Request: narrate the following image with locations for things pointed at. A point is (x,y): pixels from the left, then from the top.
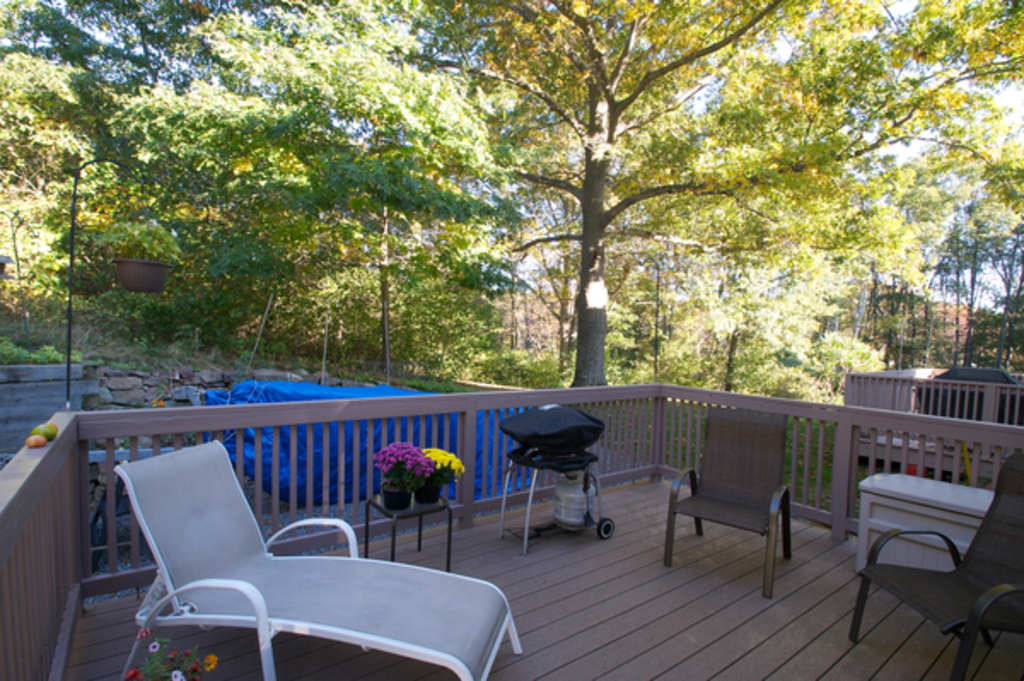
There are some chairs (753,506), table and some flower pots (404,483) are present at the bottom of this image (750,460), and there is a fencing (276,476) in the background (675,445). There are some trees (662,328) in the middle of this image (492,300).
